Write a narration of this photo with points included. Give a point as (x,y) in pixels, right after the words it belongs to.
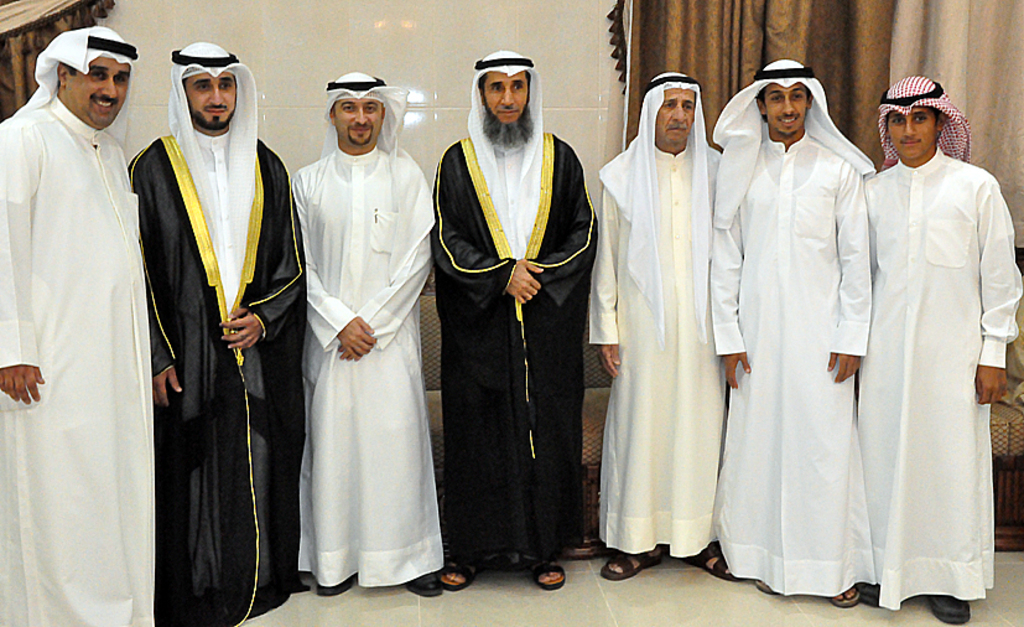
In this image we can see the people (565,351) standing on the floor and at the back (437,117) there is the wall (434,125), couch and curtains (949,74).
